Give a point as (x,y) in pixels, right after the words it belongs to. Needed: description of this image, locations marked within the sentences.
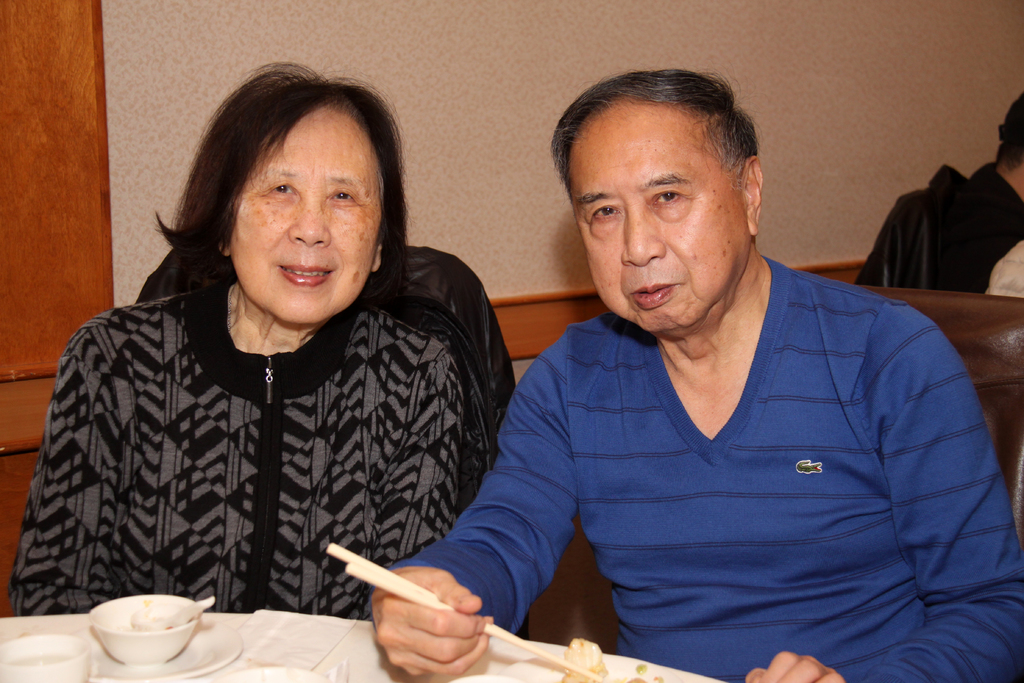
In this image I can see people (947,256) are sitting on chairs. In-front of these two people (328,381) there is a table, above the table (388,679) there are cups (125,619), plate (169,677) and things (259,647). Among these people (564,378) one person (637,351) is holding chopsticks (400,579). In the background (802,182) there is a wall (790,198).
